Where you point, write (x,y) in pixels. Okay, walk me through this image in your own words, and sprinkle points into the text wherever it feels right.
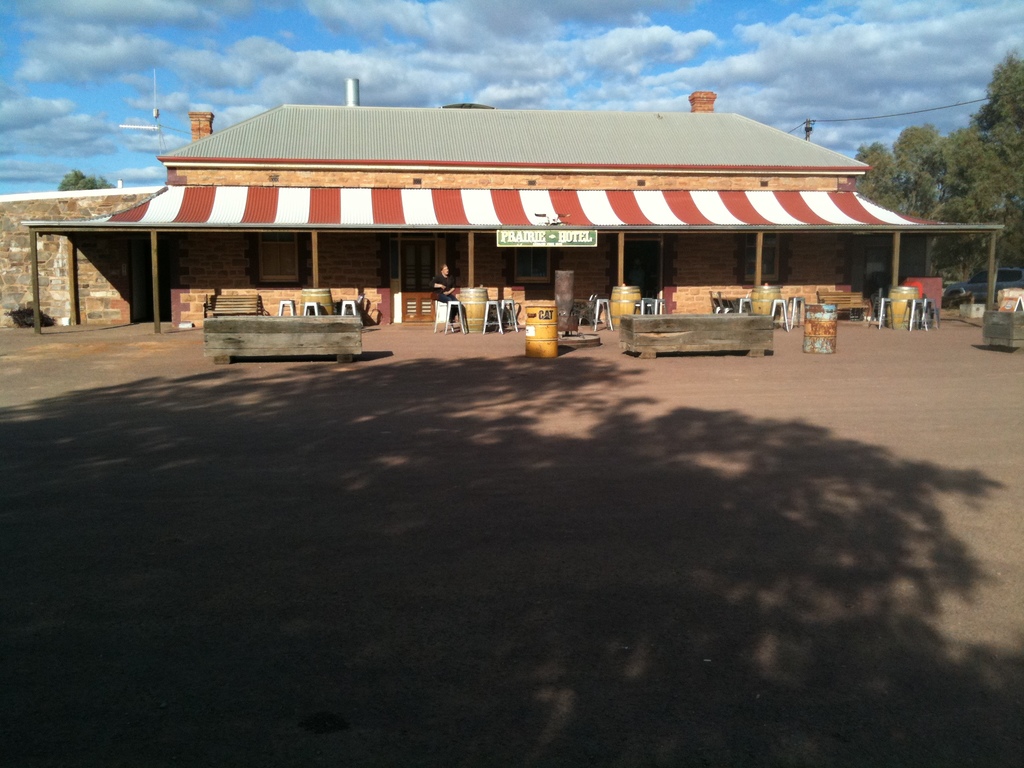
In the middle of the image (487,324) we can see some chairs (214,304) and tables (319,304) and a person (451,321) is sitting. Behind them there is a house (398,150). Behind the house (643,169) there are some poles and trees (1009,160). At the top of the image (16,118) there are some clouds (1010,25) in the sky (26,1).
